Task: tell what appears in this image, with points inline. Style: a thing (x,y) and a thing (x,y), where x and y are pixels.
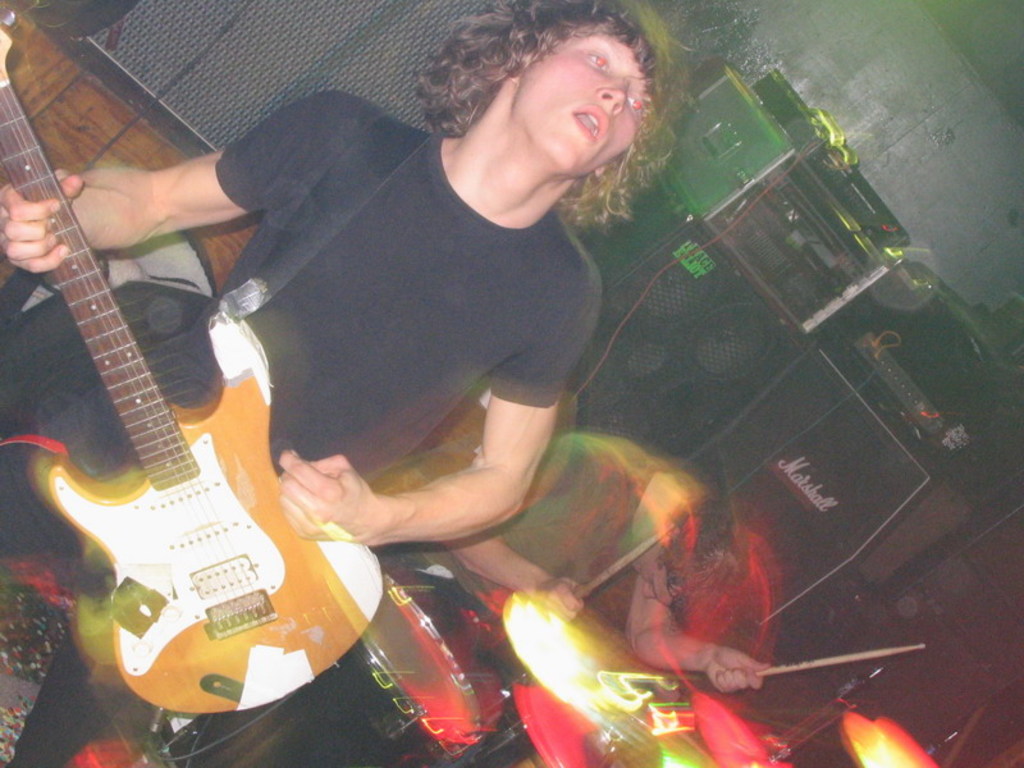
In this picture we can see a man (450,287) who is playing guitar (184,500). And these are the drums (640,713). On the background (904,335) we can see some musical instruments (807,330). And this is the wall (910,142).
